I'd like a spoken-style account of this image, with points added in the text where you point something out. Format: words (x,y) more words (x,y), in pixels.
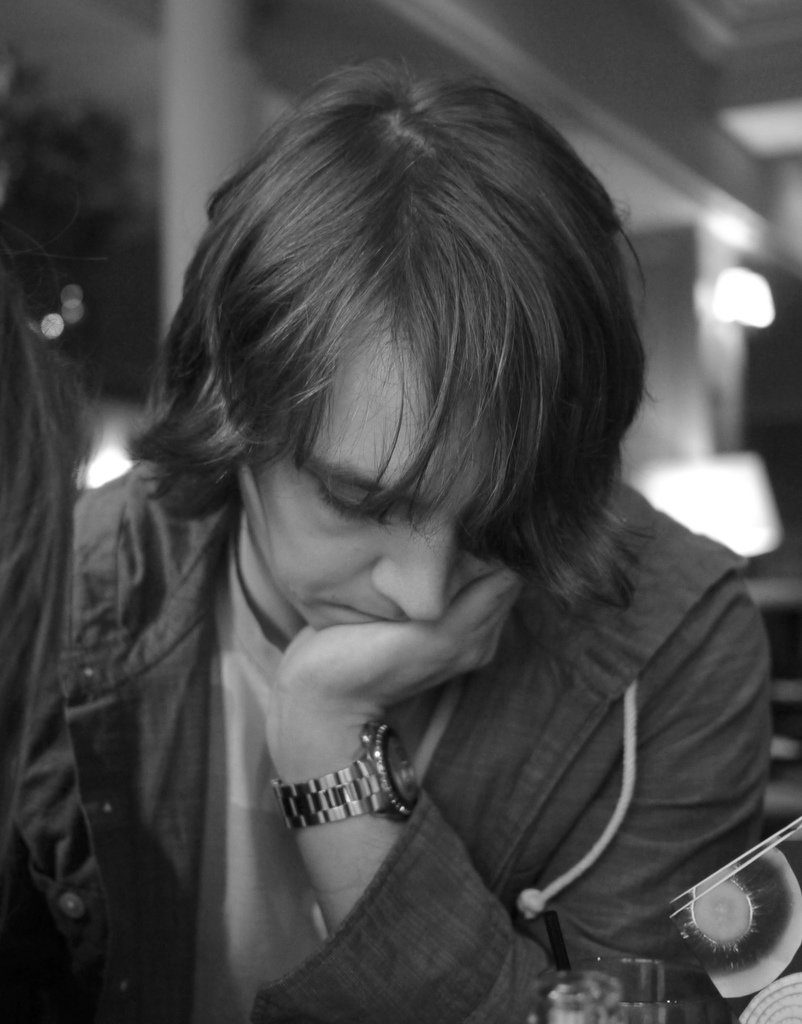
There is a person (559,276) sitting on a chair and placing one elbow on the table (693,972). On which, there is a glass (614,980) and other objects (739,955). In the background (658,249), there is a pillar (200,129), there is a light (758,288) attached to the pillar (705,289), there is a roof (765,205) and there are other objects (727,472).
